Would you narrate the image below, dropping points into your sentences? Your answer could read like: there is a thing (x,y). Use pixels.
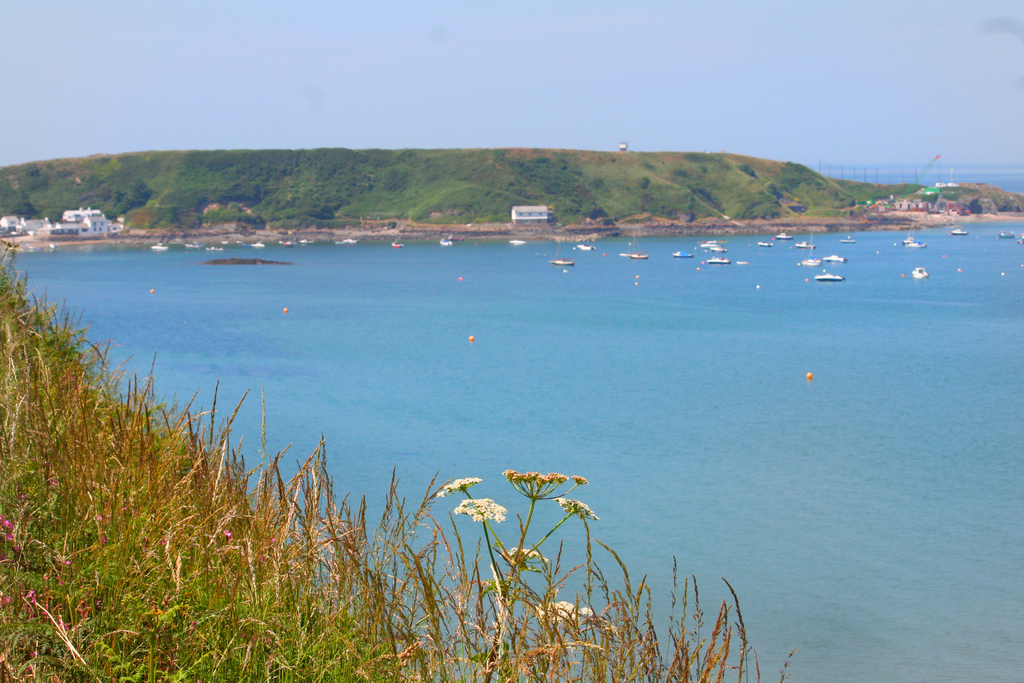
In the image there is grass (206,595) in the front (361,612) with a ocean (367,510) and ships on it in the back (772,275), there are buildings (79,225) on the left side (107,224) in front of the hill (509,207) and above its sky (437,83).
